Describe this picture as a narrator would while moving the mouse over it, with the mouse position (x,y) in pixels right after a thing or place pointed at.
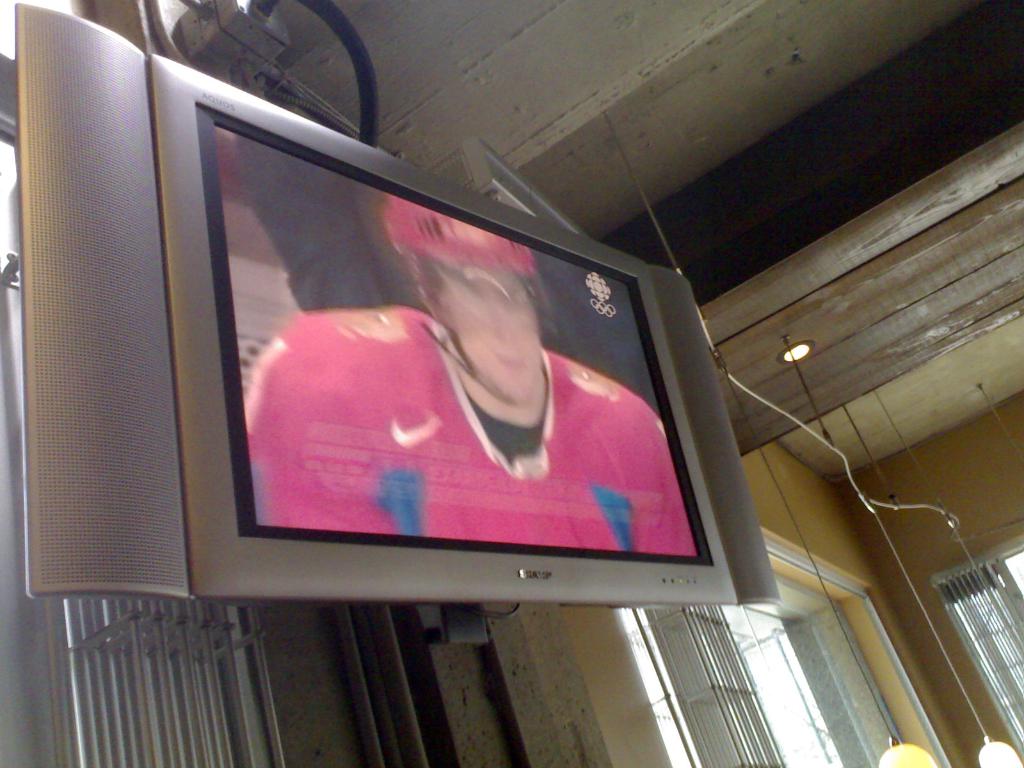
In this image I can see a television (342,281). In the television (607,545) I can see a person (552,425) and the person (569,444) is wearing red and black color dress (603,449). Background (921,646) I can see few windows (860,662) and the wall (819,501) is in yellow color and I can also see a light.
